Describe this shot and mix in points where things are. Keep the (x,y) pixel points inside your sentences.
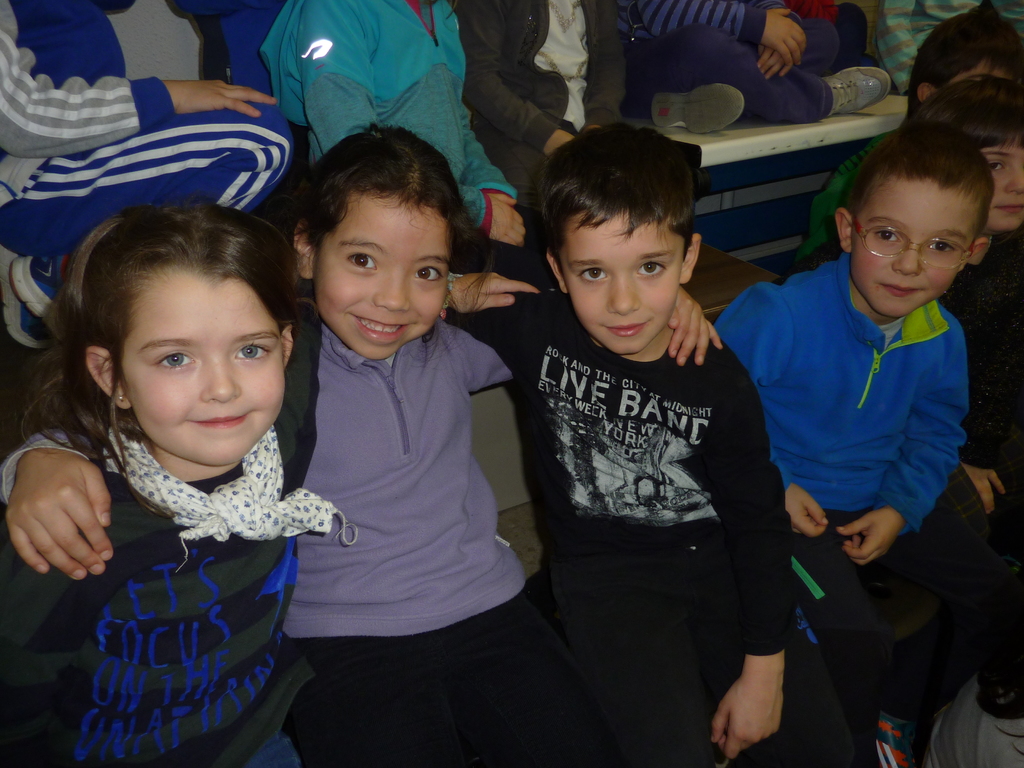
There are many children (426,222) sitting. Boy (864,345) on the right side (764,356) is wearing a specs (894,241). Girl (236,466) on the left side (221,522) is wearing a scarf (216,526).
